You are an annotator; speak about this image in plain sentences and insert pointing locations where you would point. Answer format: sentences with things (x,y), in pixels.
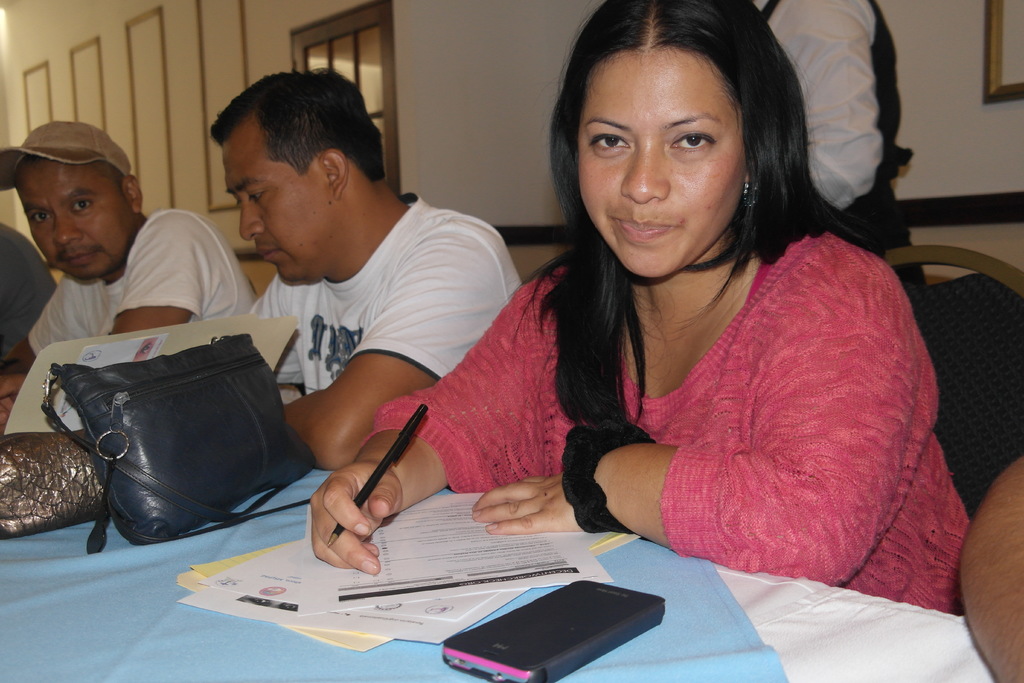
In this picture we can see three persons (770,360) are sitting on the chairs (982,385). This is table (147,648). On the table (91,657) there are papers (421,549), mobile (520,651), and a bag (277,470). On the background (478,126) there is a wall (488,99).
